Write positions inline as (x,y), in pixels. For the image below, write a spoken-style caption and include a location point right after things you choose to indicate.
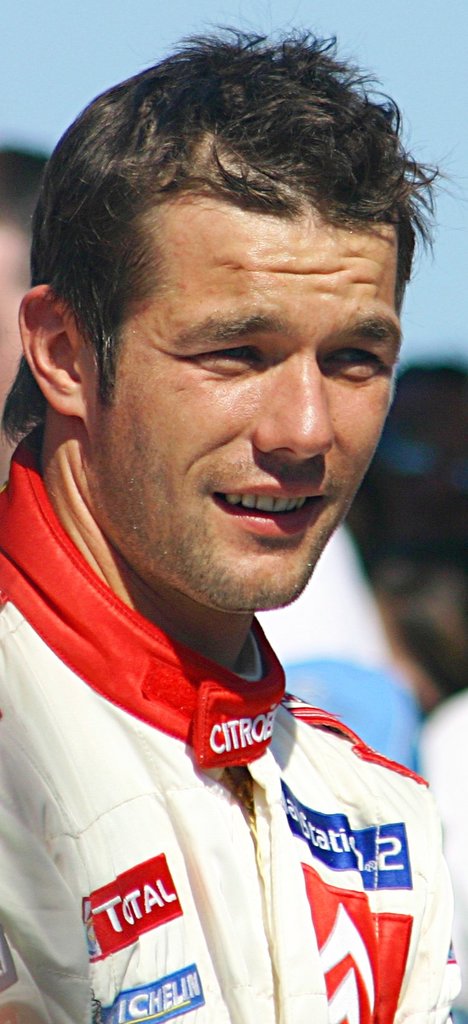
In this image I can see a person (252,128) facing towards the right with a blurred background (441,389).
